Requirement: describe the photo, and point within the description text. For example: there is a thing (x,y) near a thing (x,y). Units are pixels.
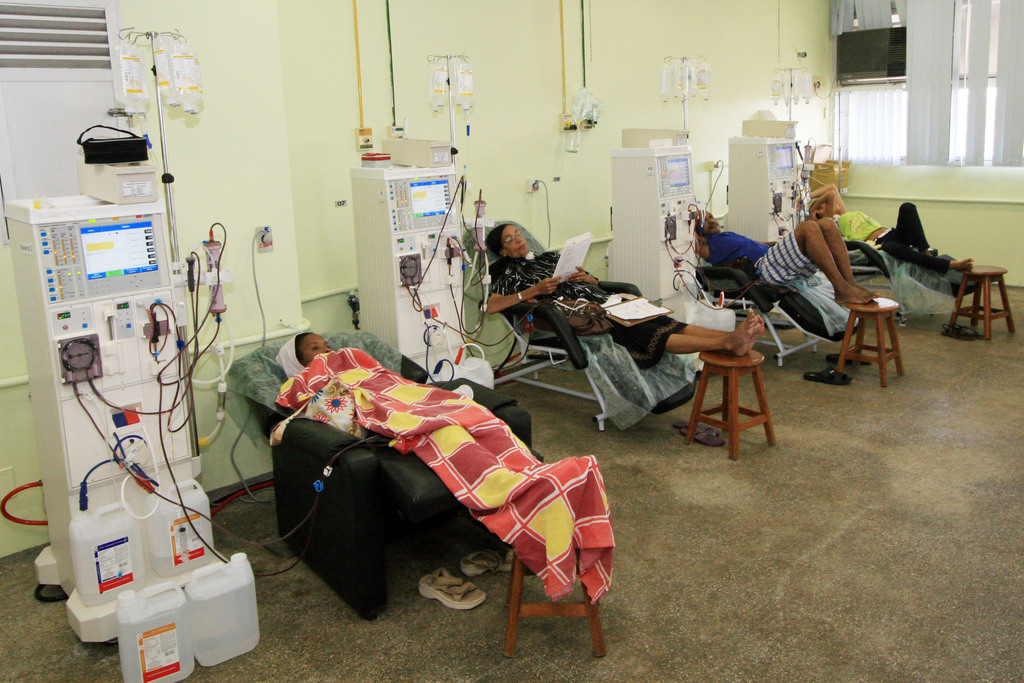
In this image there are people (572,293) lying on the chairs (309,431). In front of them there are stools (752,366). Beside them there are saline bottles (172,74), machines (639,183) and cans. Behind them there is a wall (469,53). To the right (967,106) there are window blinds (978,118) to the wall (964,187). There is an air conditioner (866,45) hanging.
